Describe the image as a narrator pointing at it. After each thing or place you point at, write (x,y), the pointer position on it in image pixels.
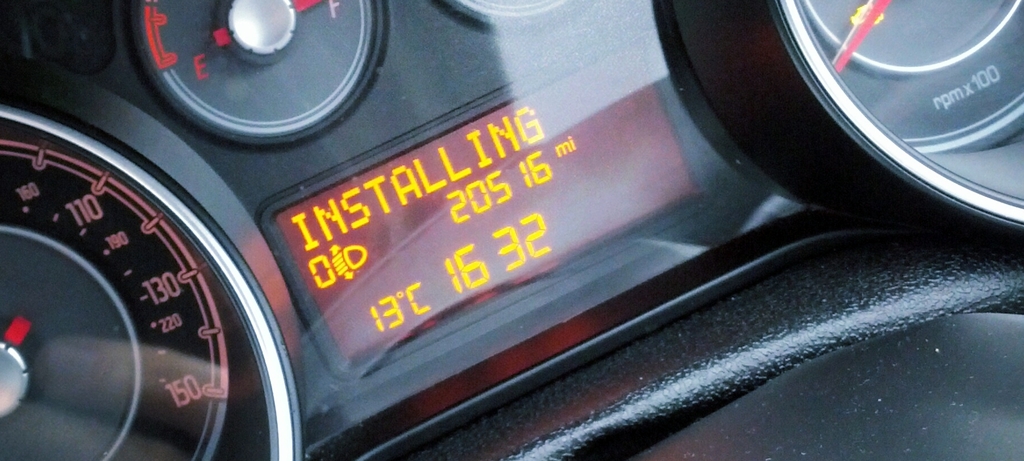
Here we can see vehicle gauges (149,60) and screen (484,244).
